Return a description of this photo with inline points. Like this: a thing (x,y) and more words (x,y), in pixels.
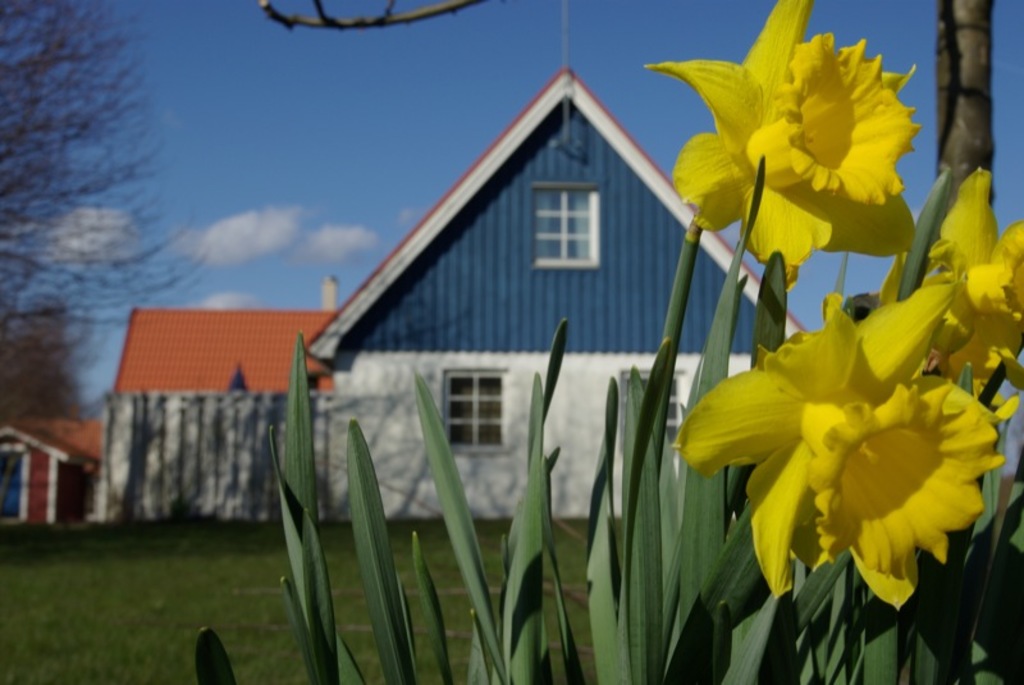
In this image I can see few plants (598,564) which are green in color and few flowers (934,414) which are yellow in color. In the background (74,580) I can see some grass (167,560), few buildings (521,247), a tree (119,263) and the sky (282,163).
